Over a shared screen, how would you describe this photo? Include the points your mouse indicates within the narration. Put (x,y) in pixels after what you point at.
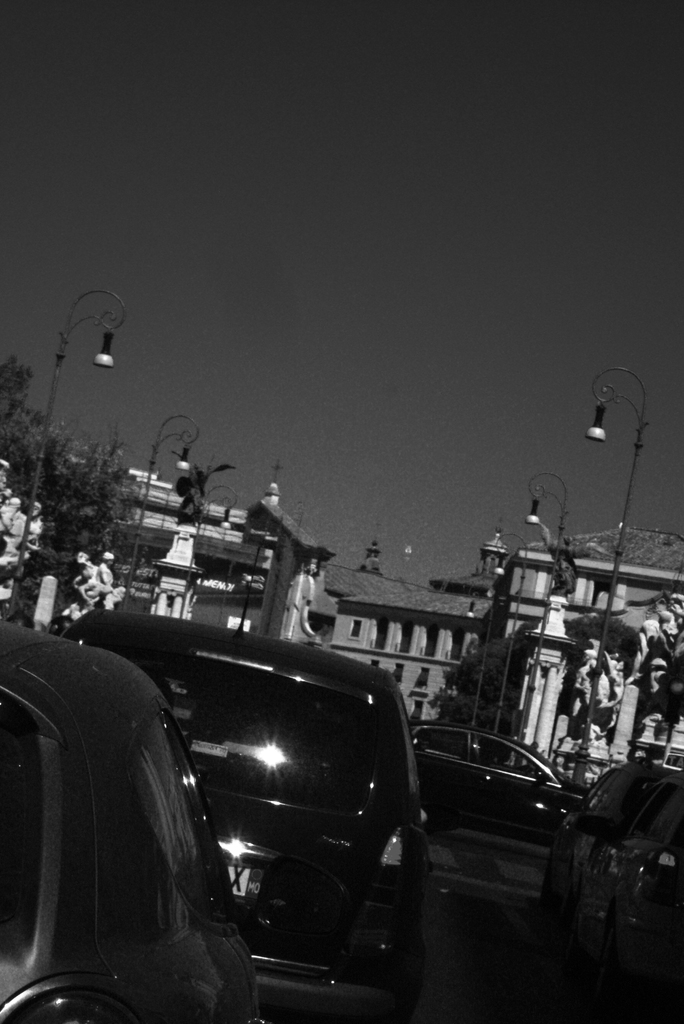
On the left side (112,826) few vehicles (352,897) are moving on the road (433,1023), in the middle (268,503) there are buildings (407,620), at the top (433,205) it's a sky (399,193) in the day.
